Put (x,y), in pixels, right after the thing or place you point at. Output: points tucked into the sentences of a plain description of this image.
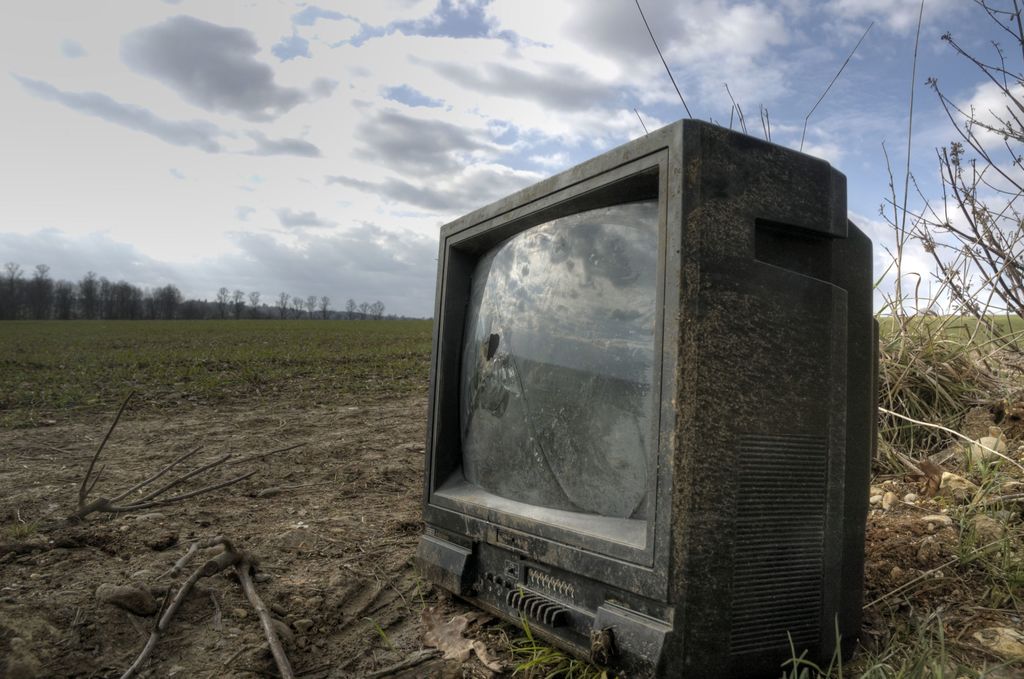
This is a television (768,463), which is damaged. I can see the branches (399,667) and plants (916,413). This is the grass (327,369). In the background (362,311), I can see the trees (129,293). These are the clouds (214,147) in the sky (601,80).
